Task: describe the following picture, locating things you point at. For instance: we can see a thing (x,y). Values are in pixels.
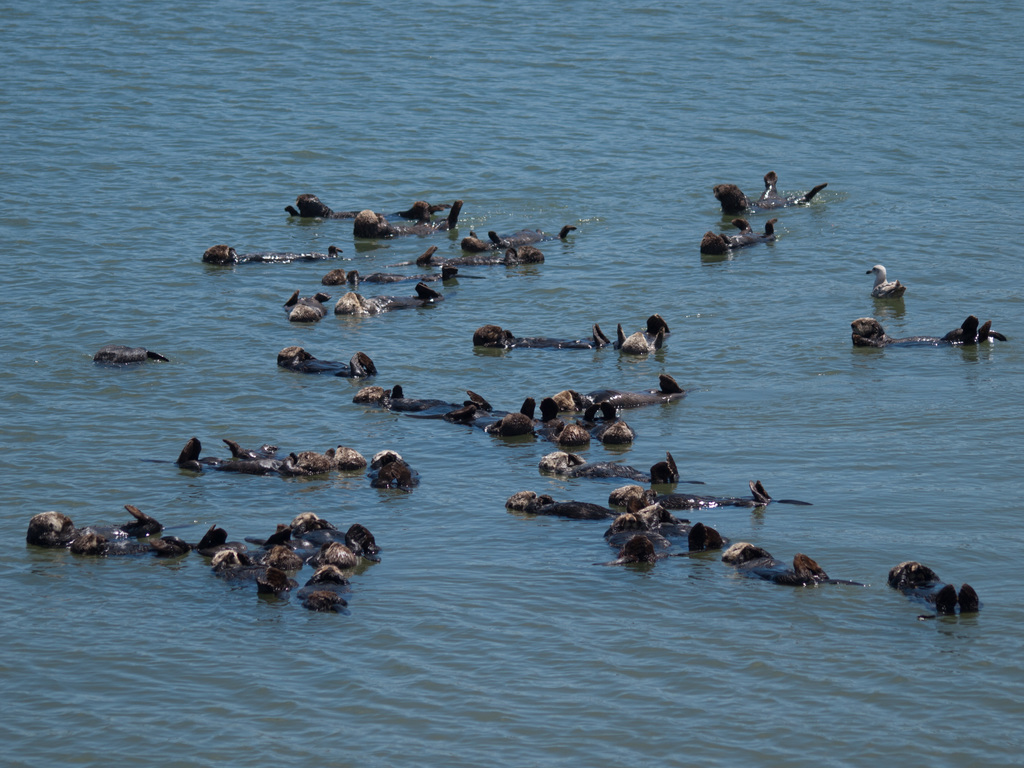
In this picture we can see a group of sea otters (391,237) on water (426,430).
